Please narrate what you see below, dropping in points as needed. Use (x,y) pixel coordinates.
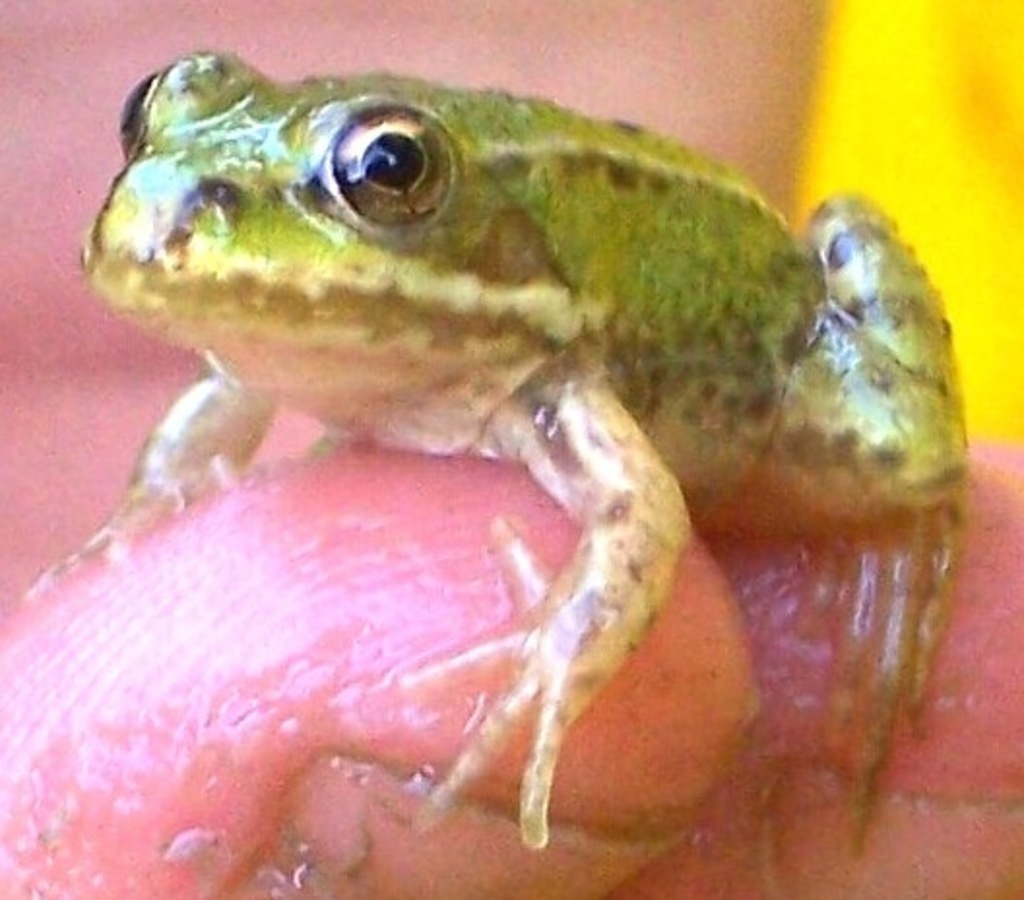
In this image we can see a frog (497,312) present on a finger (420,598) of a person (460,649).
